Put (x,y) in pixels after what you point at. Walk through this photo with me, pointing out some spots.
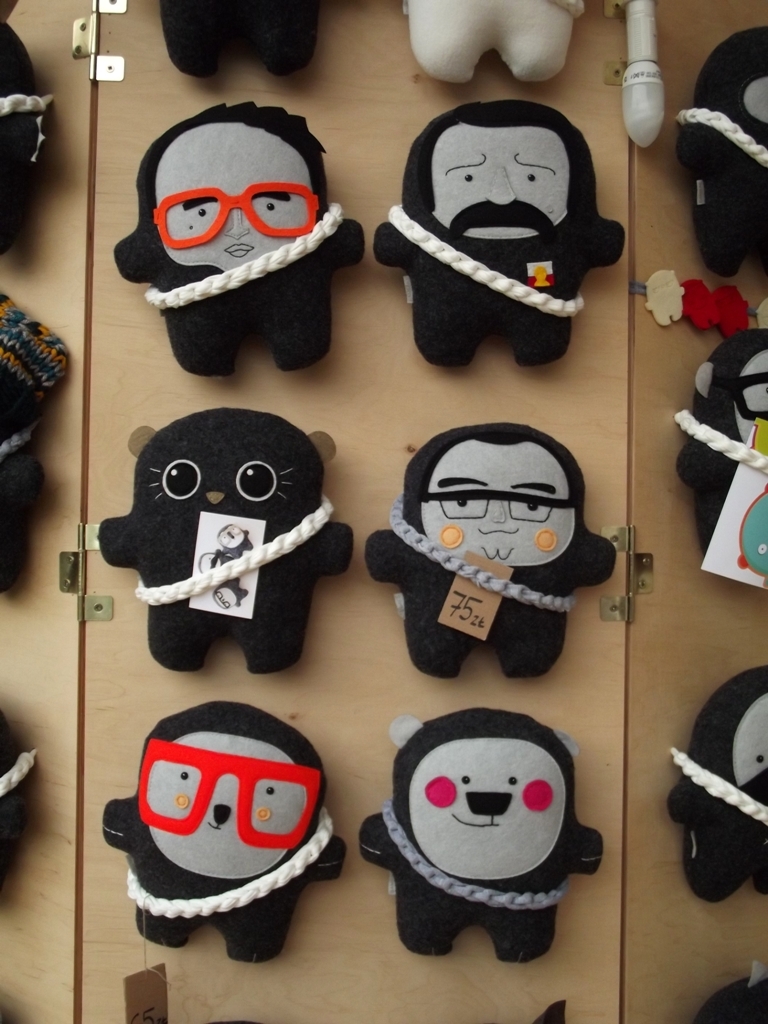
In this picture we can see toys (755,376), threads (241,267), spectacles (213,195) and papers (201,558).
